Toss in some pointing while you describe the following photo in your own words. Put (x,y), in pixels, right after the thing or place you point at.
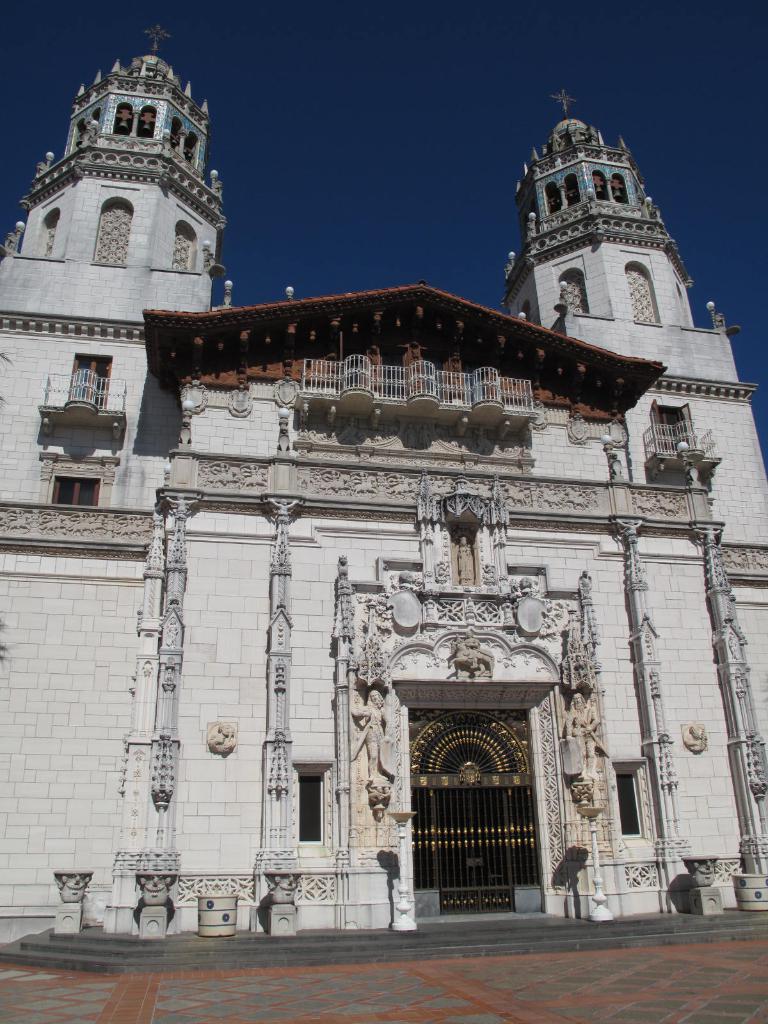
In this image we can see a church (420,589) with sculptures (370,742) on the walls (123,295). There is a gate (459,824). At the top of the image (413,39) there is sky (413,39). At the bottom of the image (410,962) there is floor (516,970).
